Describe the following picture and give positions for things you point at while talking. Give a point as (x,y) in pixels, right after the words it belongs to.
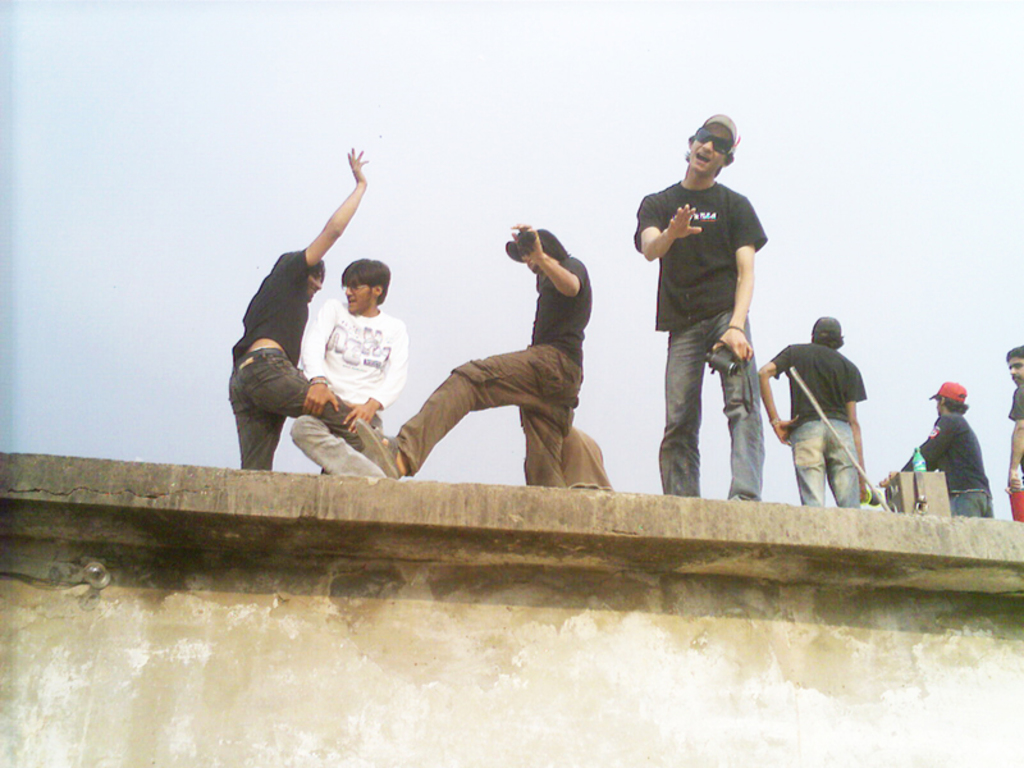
In this image I can see people (369,277) where one is wearing white dress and rest all are wearing black. I can also see few of them are wearing caps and here I can see he is wearing black shades (708,135). I can also see a bottle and few other stuff (914,486) over here.
